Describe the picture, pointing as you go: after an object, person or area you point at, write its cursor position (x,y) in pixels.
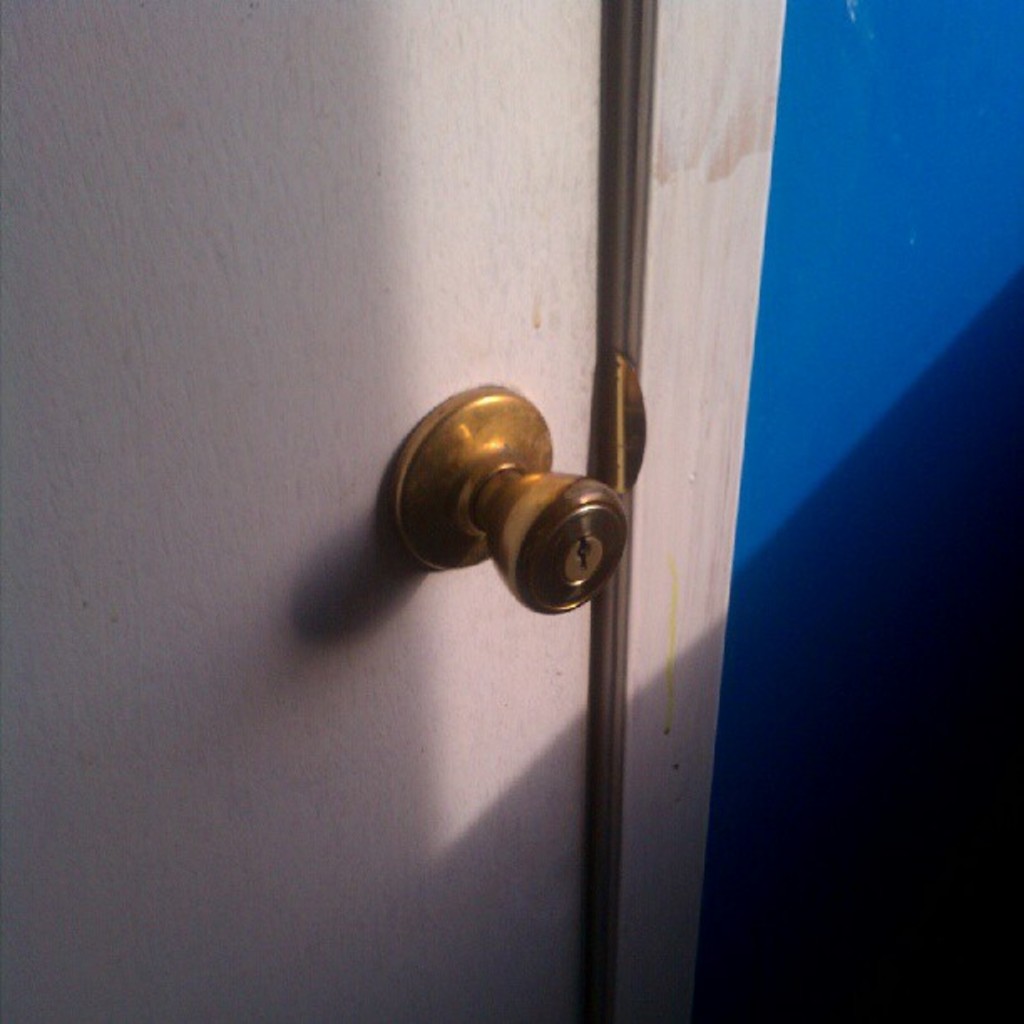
In this picture we observe a white door (387,521) where there is a metal knob (459,503) on it.
